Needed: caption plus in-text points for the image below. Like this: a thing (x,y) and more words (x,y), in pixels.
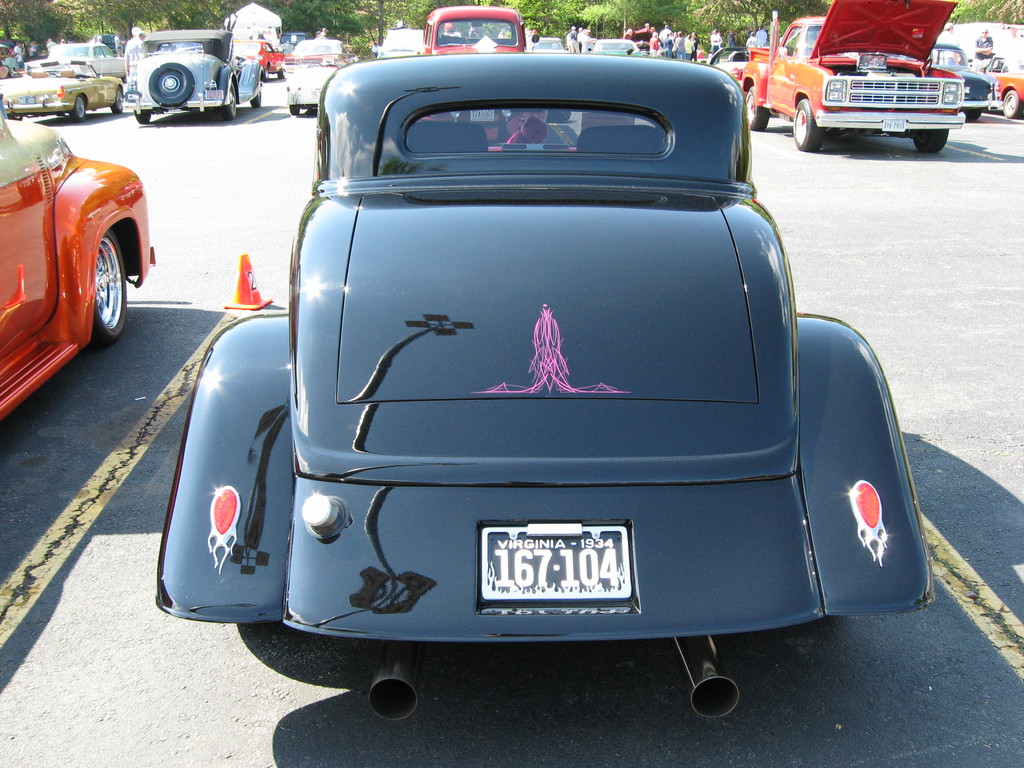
In this image I can see number of cars (377,159), an orange colored traffic cone (246,270) and few people (712,41) on the road (781,143). In the background (149,2) I can see number of trees (108,13) and I can also see shadows (217,120) on the road (965,375).
